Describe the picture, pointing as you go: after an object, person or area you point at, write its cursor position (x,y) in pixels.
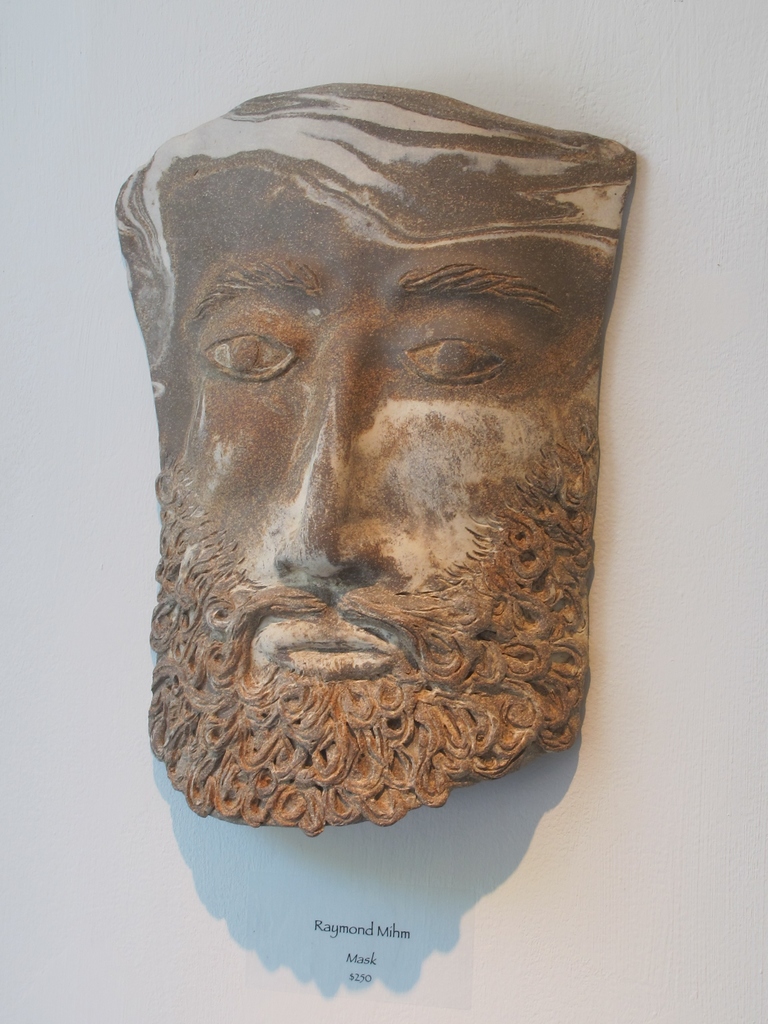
In this image I can see the carved rock (267,445) which is in the shape of human face (352,652). I can see the white background (244,33).
